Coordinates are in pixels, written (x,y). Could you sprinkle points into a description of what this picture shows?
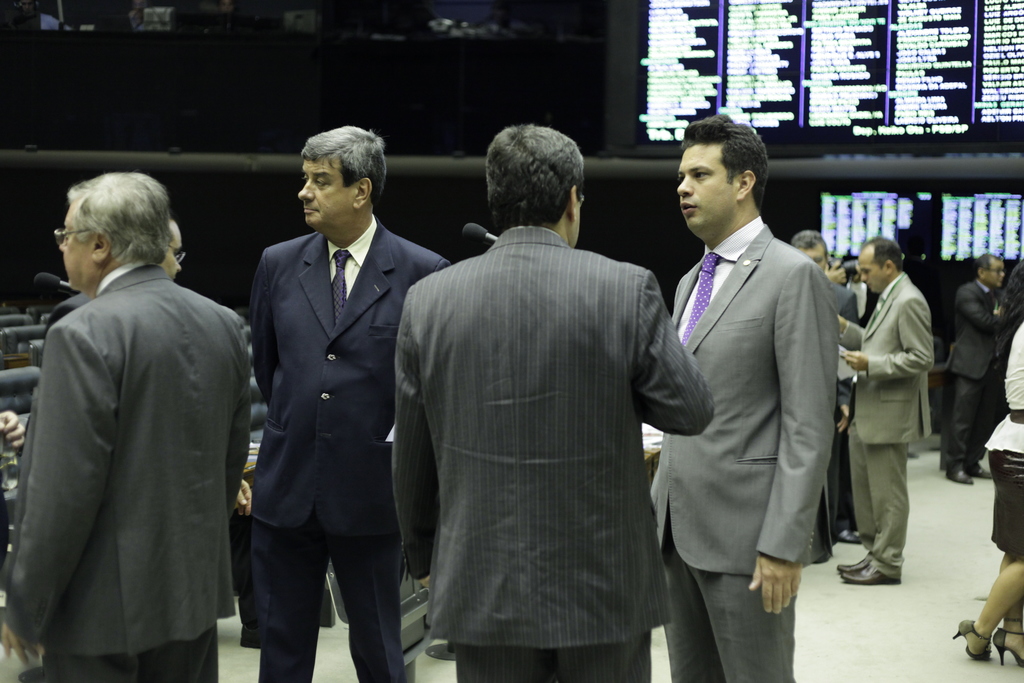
This picture seems to be clicked inside the hall (183,45) and we can see the group of men (870,253) wearing suits (368,393) and standing. In the right corner (1009,373) we can see a person (1008,429) wearing white color dress (1005,423) and seem to be standing on the ground (856,621) and we can see a microphone (474,230) and the electronic devices (873,211) and we can see the text (872,93) on the devices (815,56). In the background (483,151) we can see the chairs (24,311) and many other objects (423,167).
